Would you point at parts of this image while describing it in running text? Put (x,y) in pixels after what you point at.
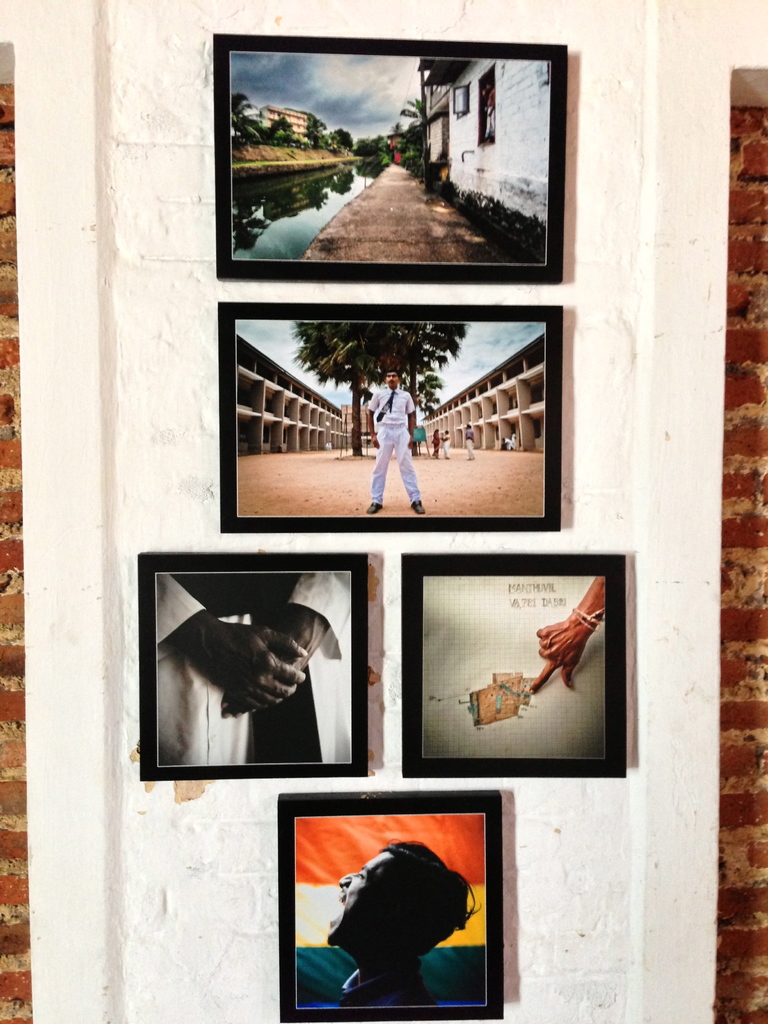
In this image I can see few frames (362,189) attached to the white wall (160,124) and brick wall (750,283). I can see buildings (500,112), trees (297,142), water (317,207), windows (481,92) and few people (385,435).
